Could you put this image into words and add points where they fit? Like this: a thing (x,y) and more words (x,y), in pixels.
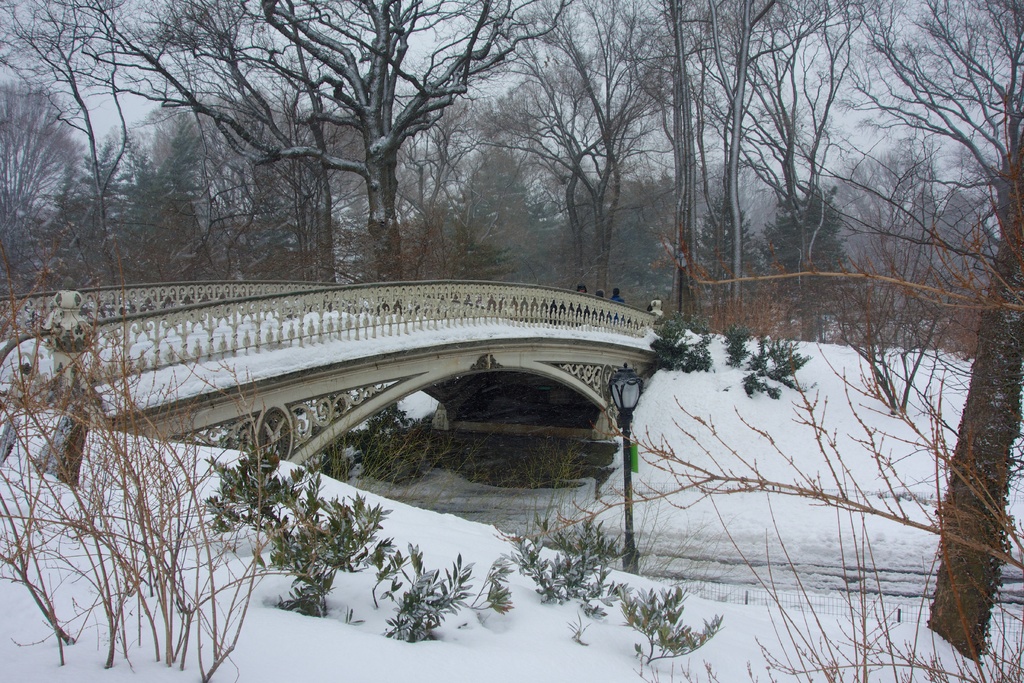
On the left side of the image (184,416) there is a bridge (186,434) and we can see snow (721,555). At the bottom (189,512) there are plants (234,600). In the background (418,224) there are trees (839,260), people (595,290) and sky (508,101).
